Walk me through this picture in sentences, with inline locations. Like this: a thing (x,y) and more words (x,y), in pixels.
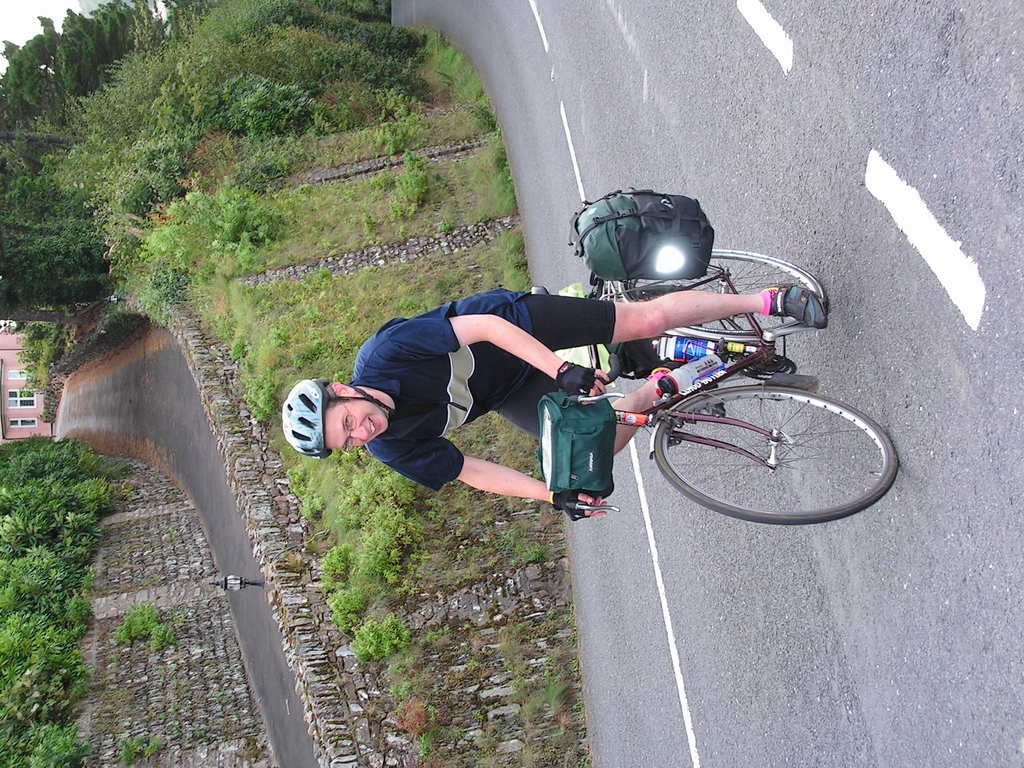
In this image I can see a person (491,463) wearing blue, white and black colored dress (475,363) is riding a bicycle (690,392) and I can see two green colored bags (559,432) on the bicycle (641,263). I can see the road (625,78), some grass (309,225), few plants (353,115), a building (17,398), few trees (13,261) and a sky (60,7) in the background (93,52).
